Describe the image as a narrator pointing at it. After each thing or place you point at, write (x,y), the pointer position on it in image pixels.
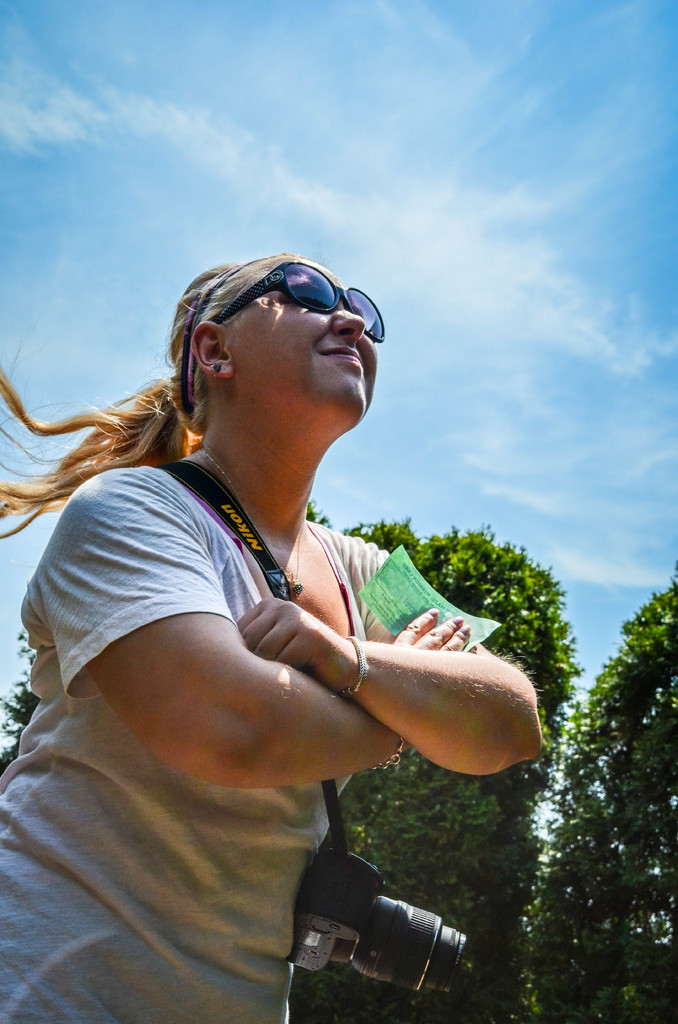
In this image I can see a person (74,780) standing and wearing white color shirt (206,839). The person (267,912) is also wearing a camera (312,948) and holding a paper (433,597). Background (426,799) I can see few trees (508,840) in green color and sky (433,271) in blue and white color.
